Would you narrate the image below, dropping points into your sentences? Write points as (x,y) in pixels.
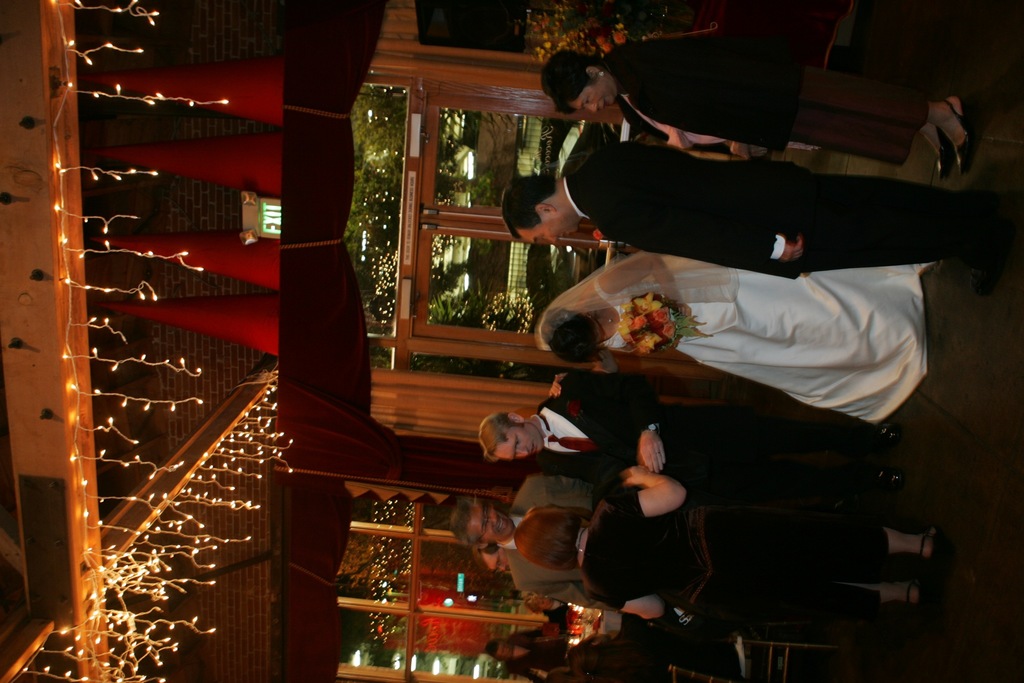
In this image, there are a few people (843,361). Among them, we can see a person (793,356) holding a flower bouquet (670,342) and a person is sitting. We can see the ground (897,465) and the glass wall (527,145). We can also see some doors (464,122). We can see the view from the glass wall (538,160). We can also see some red colored objects (247,328) and curtains (301,435). We can see the roof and some lights (278,457). We can also see some flowers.
